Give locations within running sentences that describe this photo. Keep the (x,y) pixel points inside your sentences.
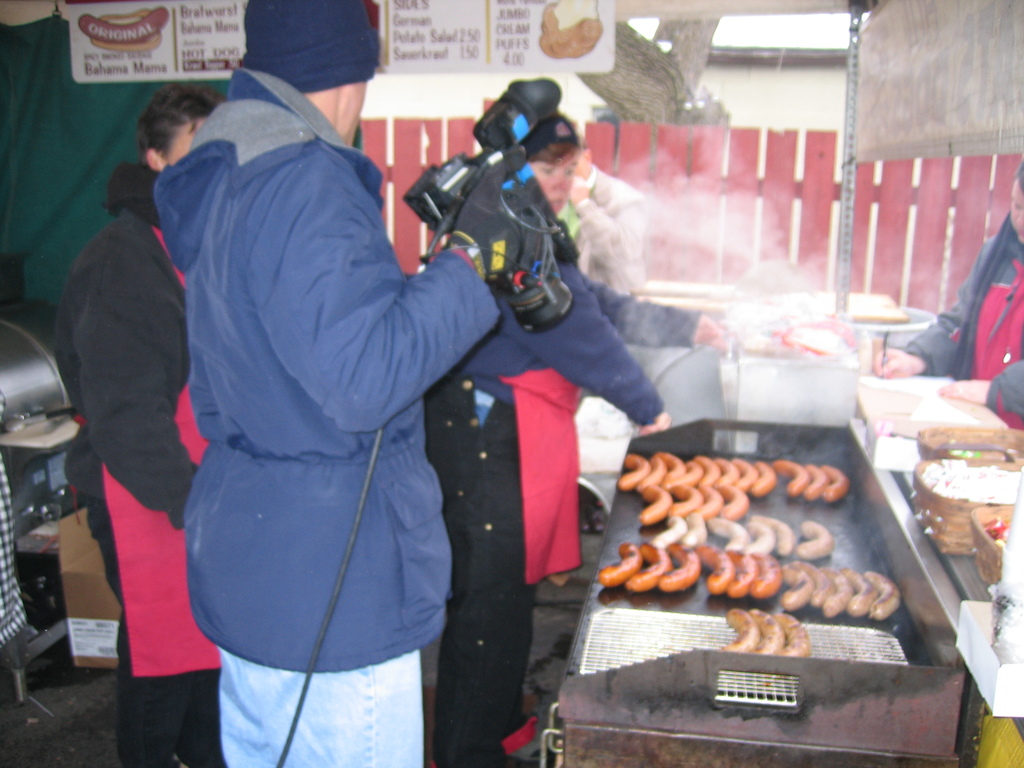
This image is taken outdoors. In the background (747,216) there is a wooden fence (414,171). There are two boards (419,33) with text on them. There is a tree (634,99) and there is a wall (830,97). There is a curtain (52,145). At the bottom of the image (49,717) there is a floor (104,749). In the middle of the image (470,469) two women (536,164) are standing on the floor (60,717) and a man (273,429) is standing on the floor (37,730) and he is holding a camera (485,234) in his hand (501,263). On the right side of the image (1012,406) a person (997,301) is standing. There is a table (958,558) with a few things (938,492) on it. There is a stove (617,597) with a few sausages (759,573) on it. On the left side of the image (56,536) there are a few things (52,546).
